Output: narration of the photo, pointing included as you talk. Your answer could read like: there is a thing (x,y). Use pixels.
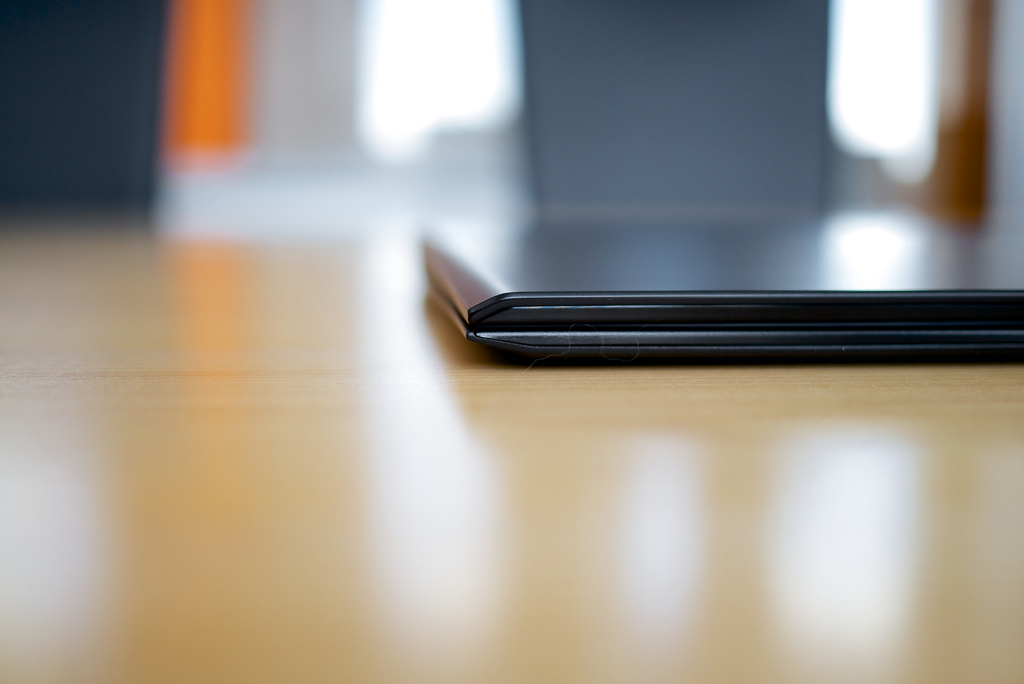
This image is taken indoors. In this image the background (520,102) is a little blurred. At the bottom of the image (474,590) there is a table (411,448). On the right side of the image (756,306) there is a laptop (553,300) on the table (662,495).
